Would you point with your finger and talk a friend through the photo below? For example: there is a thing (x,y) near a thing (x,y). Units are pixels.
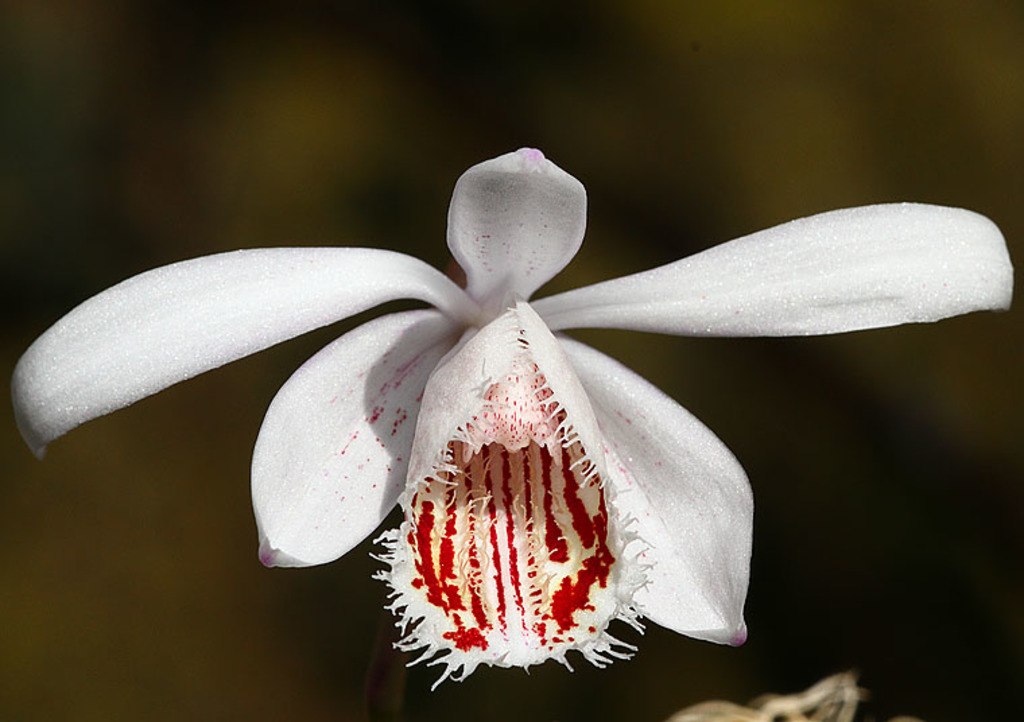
In the center of the image (503,411) we can see a flower (488,501).
